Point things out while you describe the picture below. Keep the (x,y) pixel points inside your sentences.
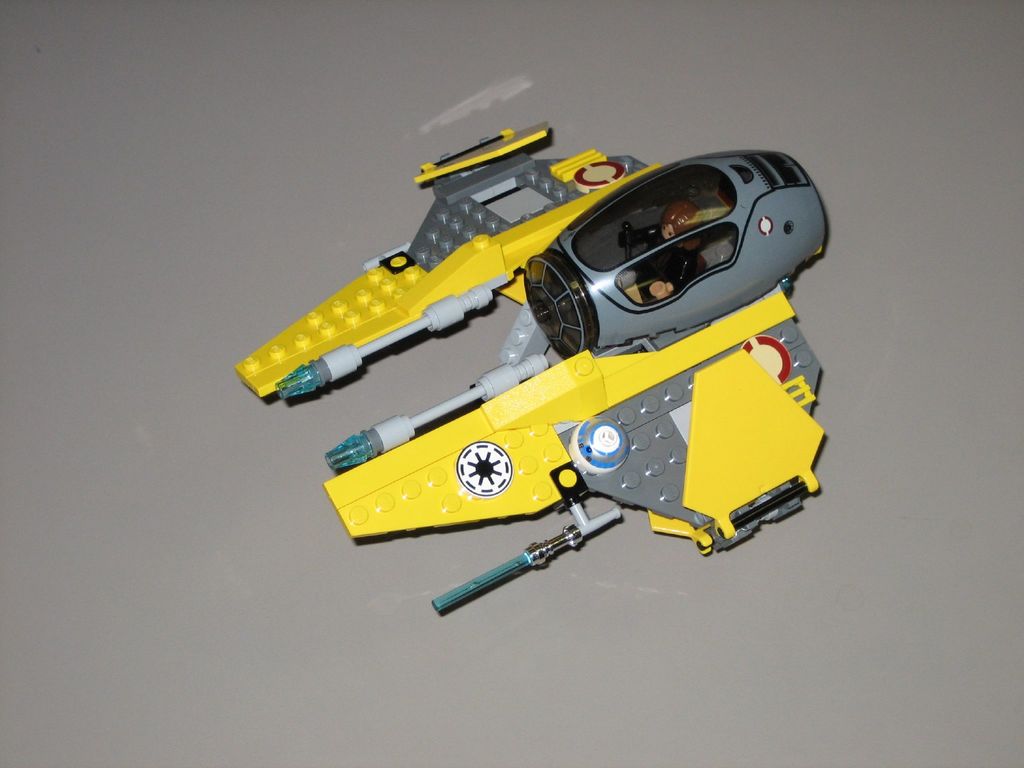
In this image we can see a toy (455,598) which is in yellow and ash in color and background (957,676) is in ash color.
